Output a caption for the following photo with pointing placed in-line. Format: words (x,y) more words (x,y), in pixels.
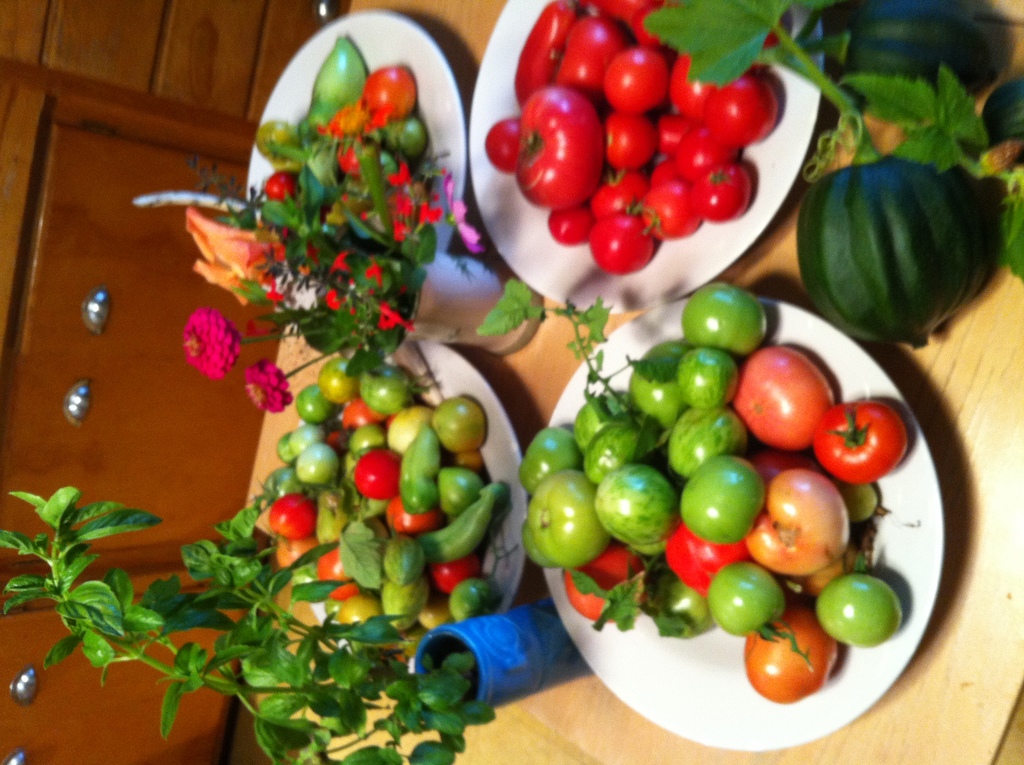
In this image at the bottom (820,613) there is one table (794,265), on the table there are some plates (835,677) and in the plates (509,498) there are some tomatoes (800,559), peppers (415,457) and some vegetables (401,390). And also there are some flower pots (440,305) and plants (414,279) and flowers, on the left side (126,286) there is one wooden cupboard (156,229).
